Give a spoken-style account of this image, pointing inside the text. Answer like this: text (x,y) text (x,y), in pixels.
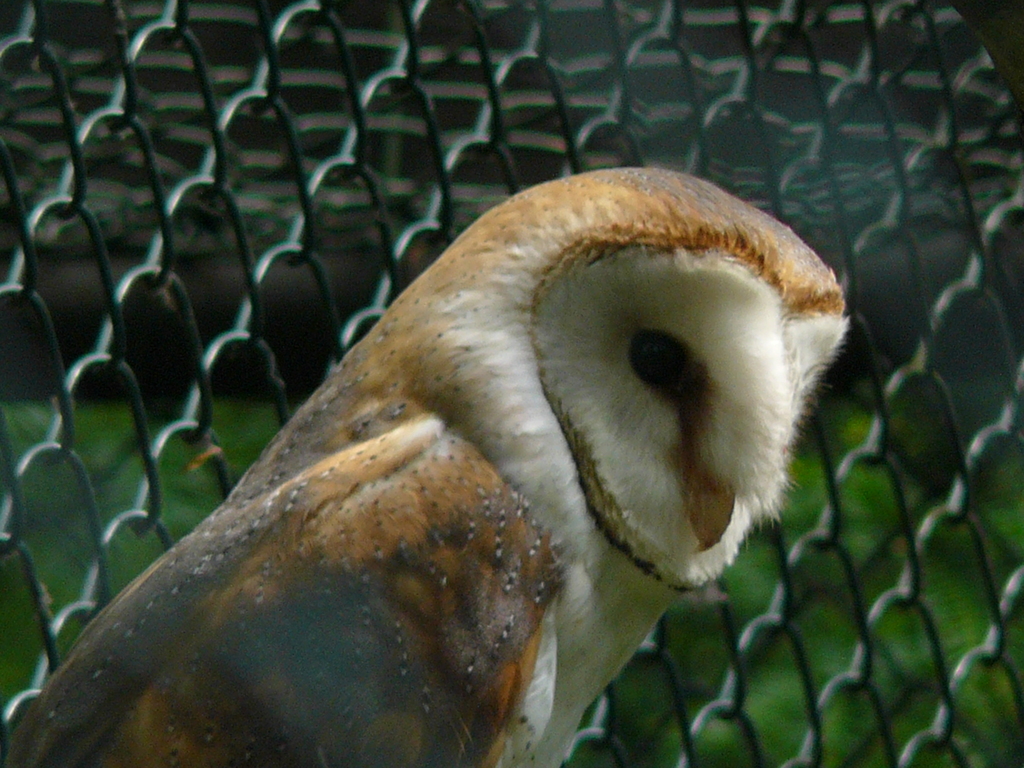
In this image I can see a bird (492,455) which is in brown, white and black color. Back I can see a net fencing (34,586) and green grass (101,474).
